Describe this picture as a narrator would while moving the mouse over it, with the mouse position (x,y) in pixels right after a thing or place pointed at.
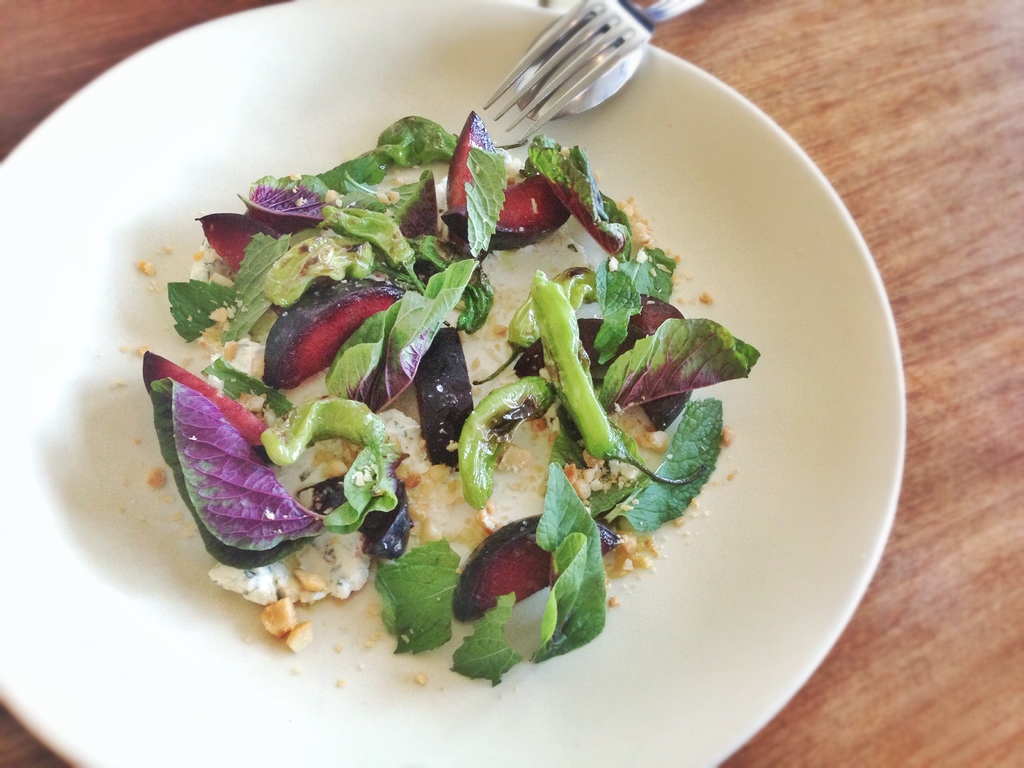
There is a food item (450,281) kept in a white color plate (488,260) as we can see in the middle of this image (411,393) and this plate (817,175) is kept on a wooden surface (906,211). There are a fork (583,48) and a spoon (632,69) present at the top of this image (619,20).
